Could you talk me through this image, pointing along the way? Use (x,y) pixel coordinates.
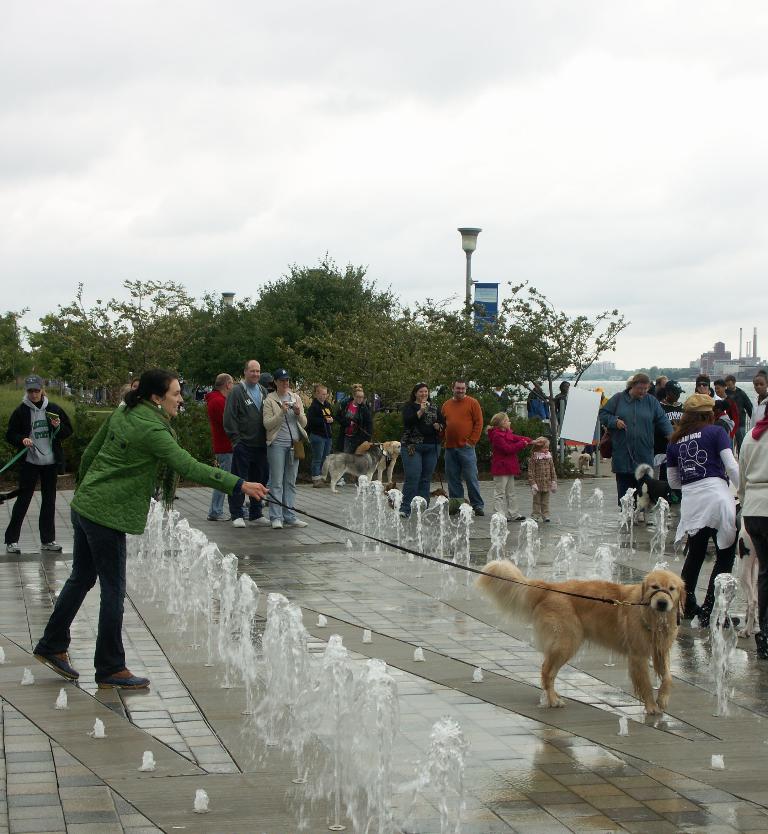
In this picture we can see so many people (290,437) are standing and some are walking one woman (154,407) is holding a belt (294,510) to control the dog (677,602) in between them the water flow (189,590) is there in back (192,343) side we can see some of the trees (297,333) Sky (379,246).
